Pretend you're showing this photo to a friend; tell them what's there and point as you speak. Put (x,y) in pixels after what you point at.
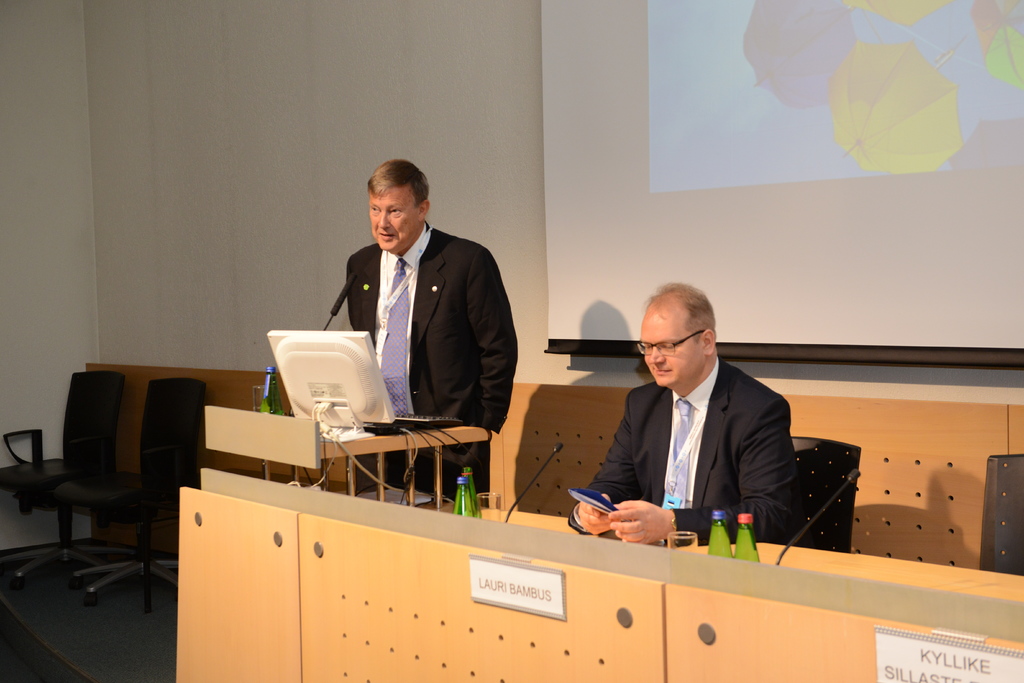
In this image I see a man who is standing in front of a mic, another man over here is sitting on the chair (817,446). I can also see there is a table (763,574) over here and few bottles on it. In the background (516,471) I see the wall (6,22) and the screen (960,363).
